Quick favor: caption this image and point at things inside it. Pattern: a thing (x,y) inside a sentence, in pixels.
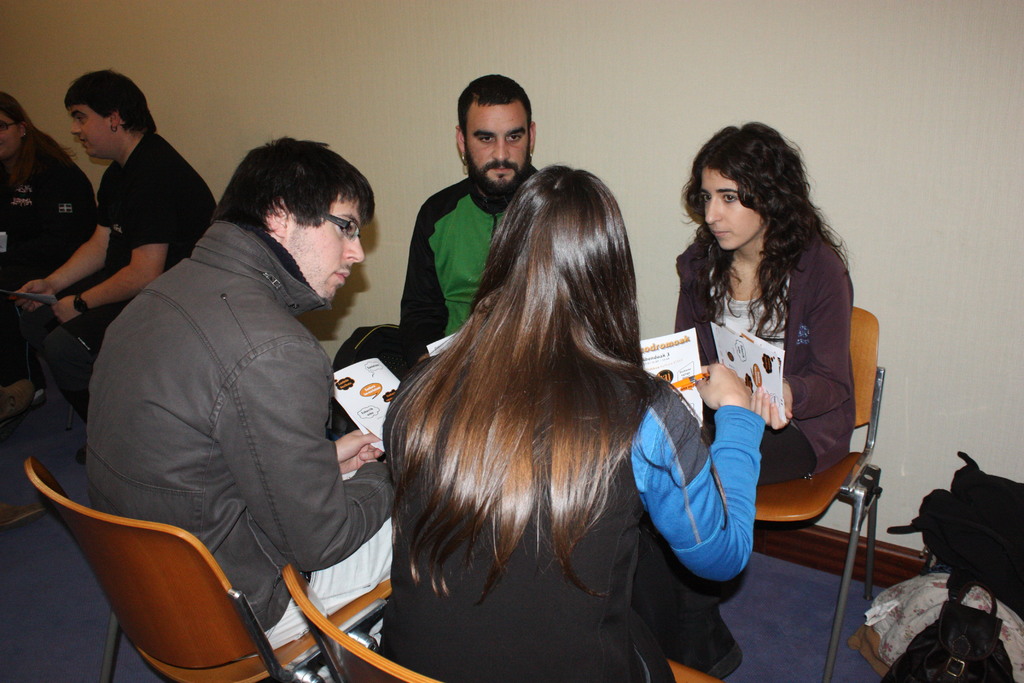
One two three four five six, there are six people (741,298) on the chair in a room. Among them, there are girls (777,300) and three are boys (235,303), woman (713,281) on the right most (728,310) is holding the book (760,363) and seeing the other woman (444,428) on the opposite side. Woman (511,487) on the opposite side is also holding the book (692,404) and she is wearing a blue and black jacket (600,598). Next to her, the man (268,440) wearing spectacles (350,224) is also holding the book (380,427) and he is wearing grey color jacket (241,369). Opposite to him, the man (454,250) wearing black and green jacket (446,220) and he is also looking the man (214,340) holding the book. To the left most (12,119), we see women (19,148) wearing spectacles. To the right of her, we see man (80,275) wearing watch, and he is wearing a black color t-shirt (127,248) and he is also holding book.
